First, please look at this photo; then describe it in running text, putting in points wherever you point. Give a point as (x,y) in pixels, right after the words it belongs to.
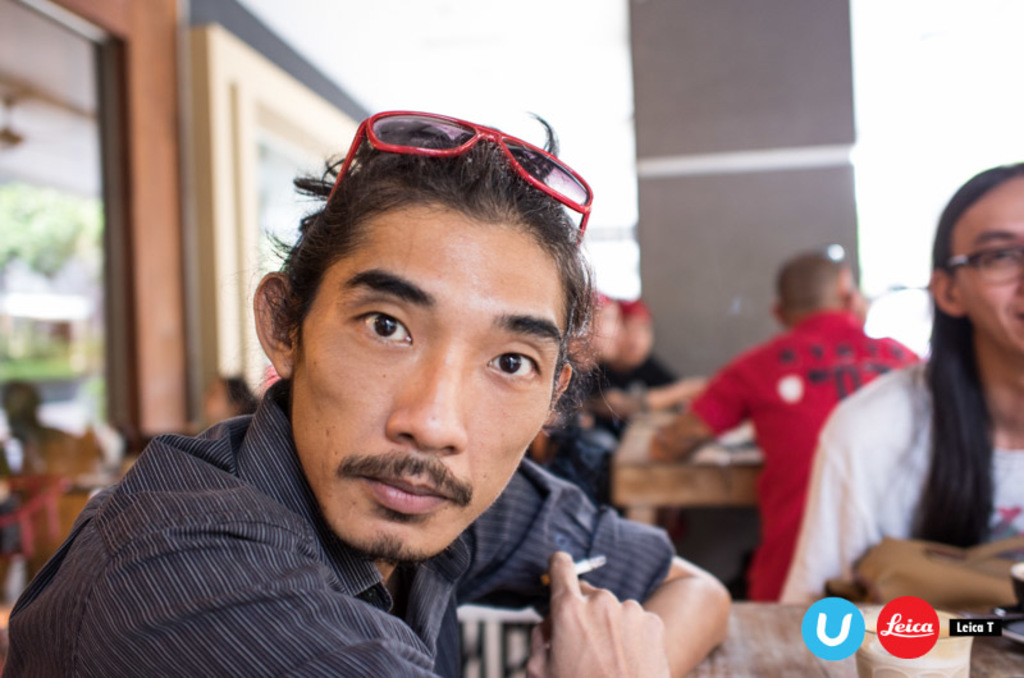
In this image we can see a person (318,447) and woman (948,455) is sitting. Man (479,194) is wearing shirt (279,553) and red color glasses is there on his head (305,448). Woman (948,455) is wearing white color top (896,425). In front of them one table (807,647) is there, on table (753,643) one glass (891,657) is there. Behind the people (743,403) are sitting on chair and one pillar (673,164) is there. Left side of the image (221,161) wall (146,232) is there.
